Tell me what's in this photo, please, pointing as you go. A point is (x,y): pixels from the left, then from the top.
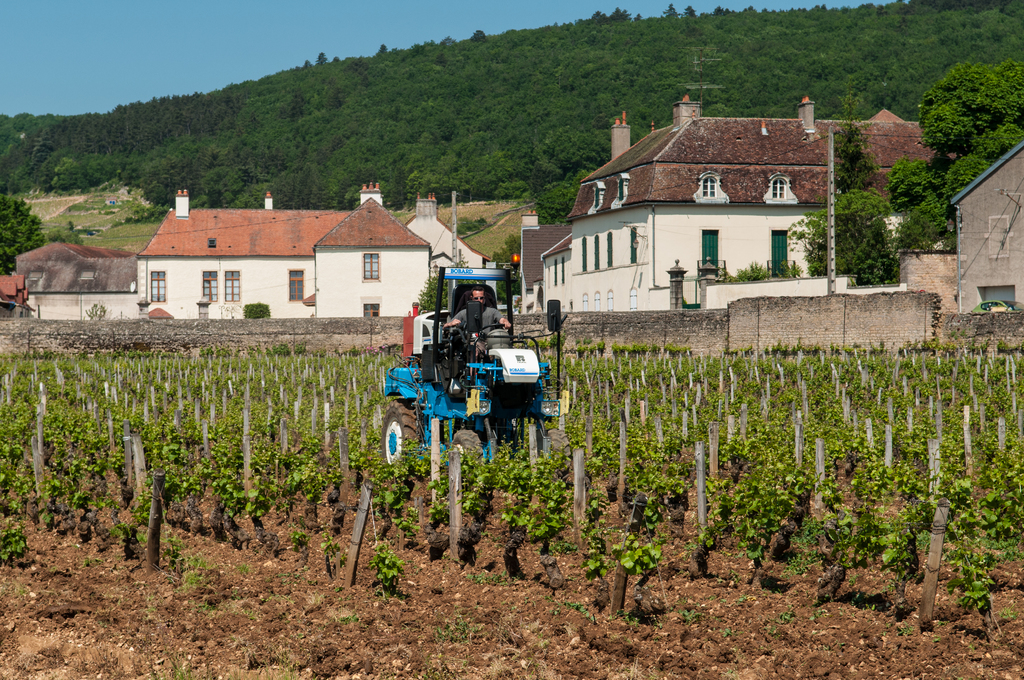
In this image, we can see a person (457,321) is riding a tractor (465,446). Here we can see few plants (989,504), poles (945,520), farming land (416,627). Background (945,240) there are few houses (327,287), poles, walls (560,288), windows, doors (988,291), trees (6,233), hill (573,70) and sky (214,37).
